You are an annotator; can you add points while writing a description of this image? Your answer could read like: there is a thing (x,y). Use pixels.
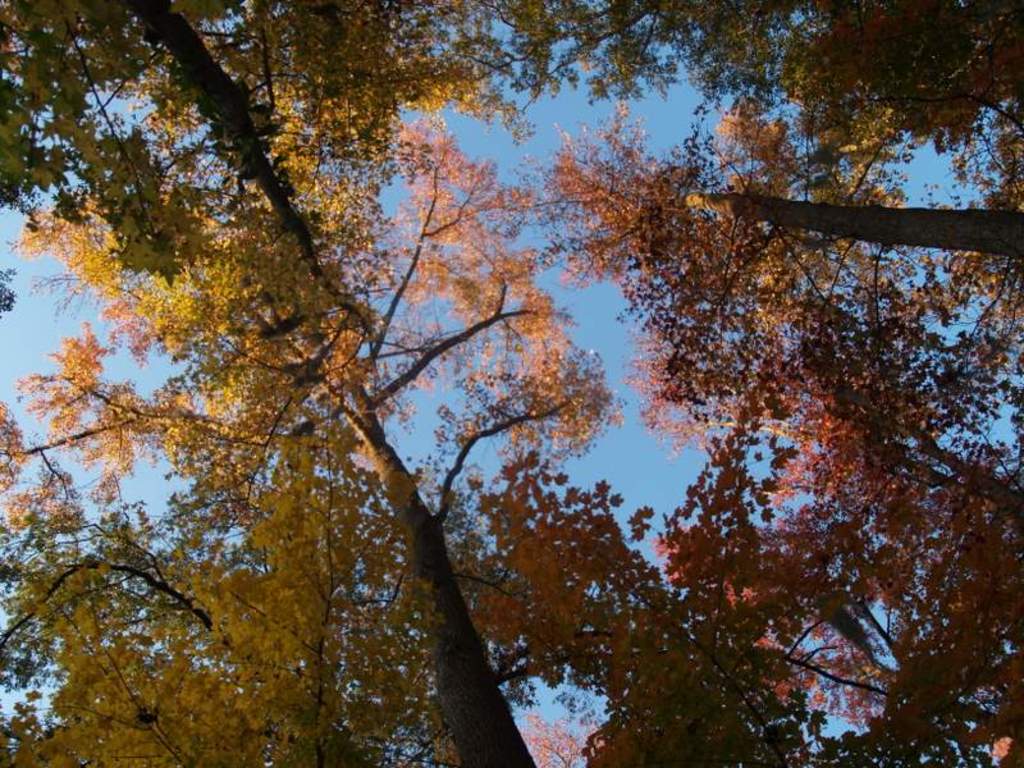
In the image I can see trees (481,604). In the background (477,465) I can see the sky (494,362).
